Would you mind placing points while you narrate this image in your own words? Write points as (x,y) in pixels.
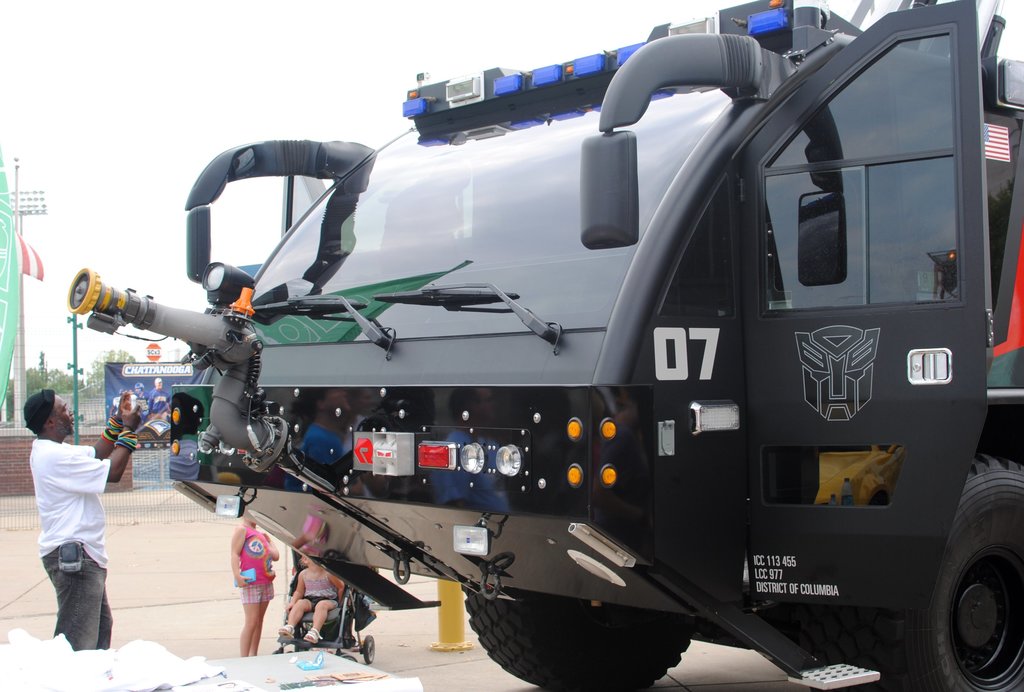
There is a vehicle (454,333) in the middle of this image (529,389). We can see people (77,512) on the left side of this image (56,529) and there is a sky (206,56) in the background (262,31). There is a kid (309,583) sitting on a baby trolley (355,620) is at the bottom of this image (328,648).
